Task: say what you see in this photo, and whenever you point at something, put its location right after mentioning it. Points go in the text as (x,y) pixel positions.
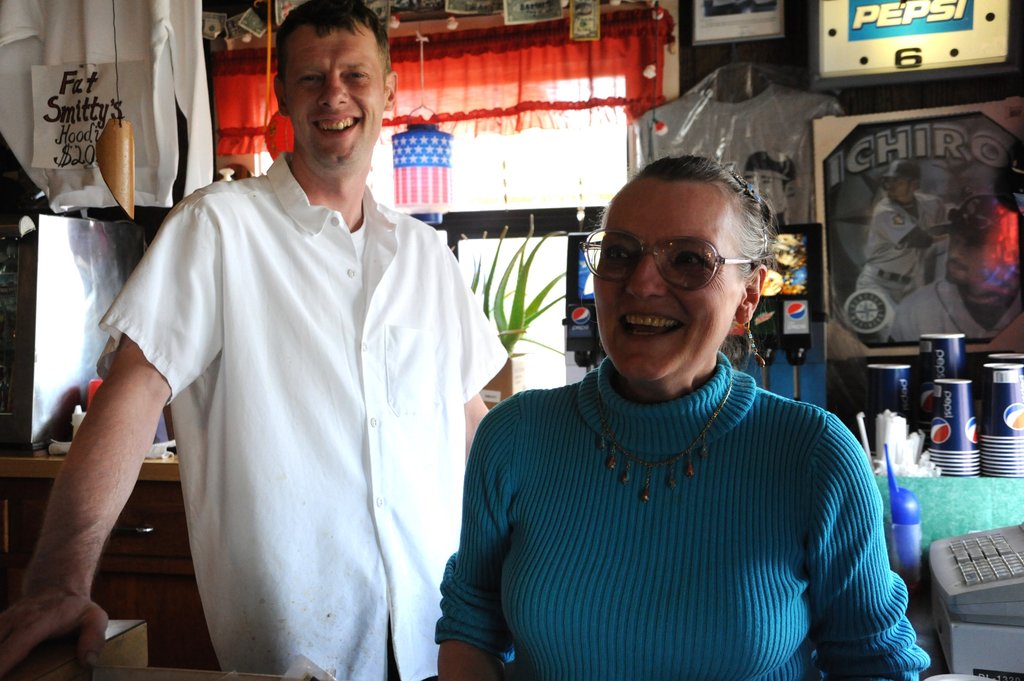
In this image we can see two persons (471,422) standing and smiling, behind them there are some cups (934,348), posters (852,230), boards (827,71), machine (818,287), plant (488,302), curtain (536,41) and some other objects (83,388).
